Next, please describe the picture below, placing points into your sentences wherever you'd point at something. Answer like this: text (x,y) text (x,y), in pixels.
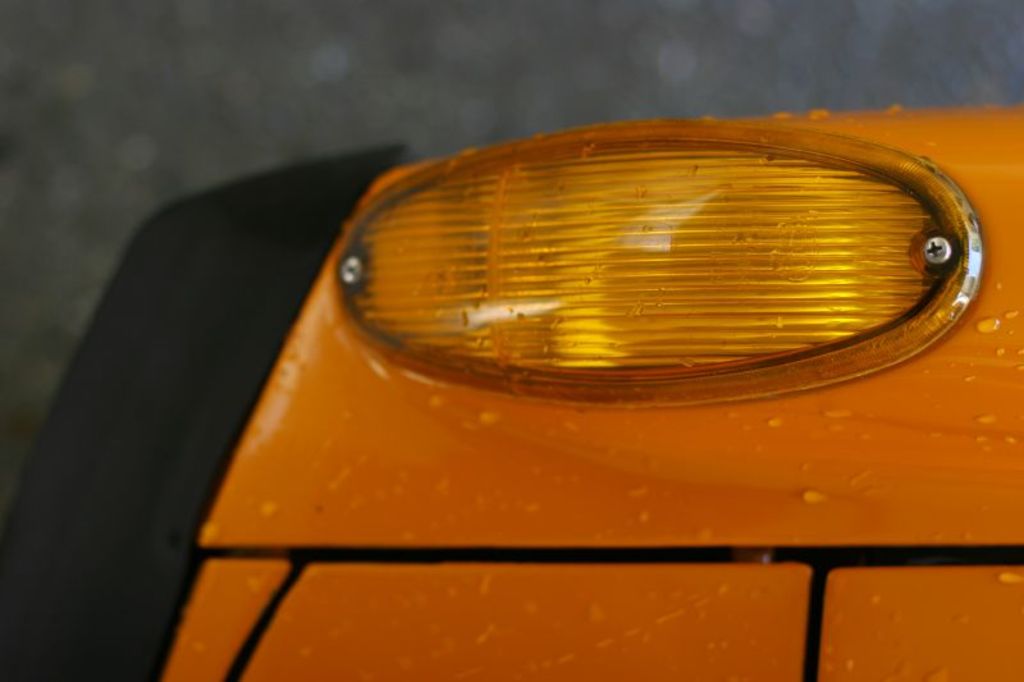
In this picture, it seems to be a headlight (553,276) in the image.
